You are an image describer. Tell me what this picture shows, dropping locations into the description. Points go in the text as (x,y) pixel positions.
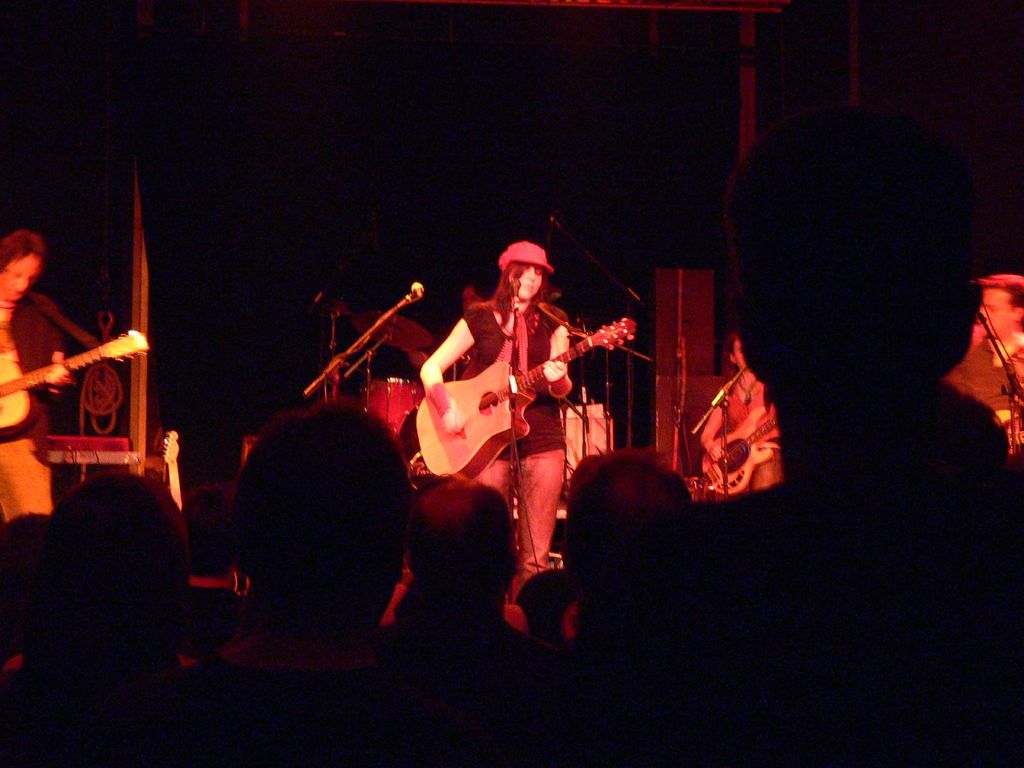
This picture seems to be of inside. In the foreground (390,566) we can see group of people (687,554) standing and in the center (531,276) there is a woman (533,295) wearing black color t-shirt (542,339) playing guitar (505,409) and standing, in front of her there is a microphone (518,296) attached to the stand (519,461). In the left corner (31,268) there is a person (27,351) standing and seems to be playing guitar (117,356). On the right (738,404) there is another person (749,395) seems to be sitting and playing guitar (749,446). The background (588,111) is very dark seems to be a wall (909,66).
